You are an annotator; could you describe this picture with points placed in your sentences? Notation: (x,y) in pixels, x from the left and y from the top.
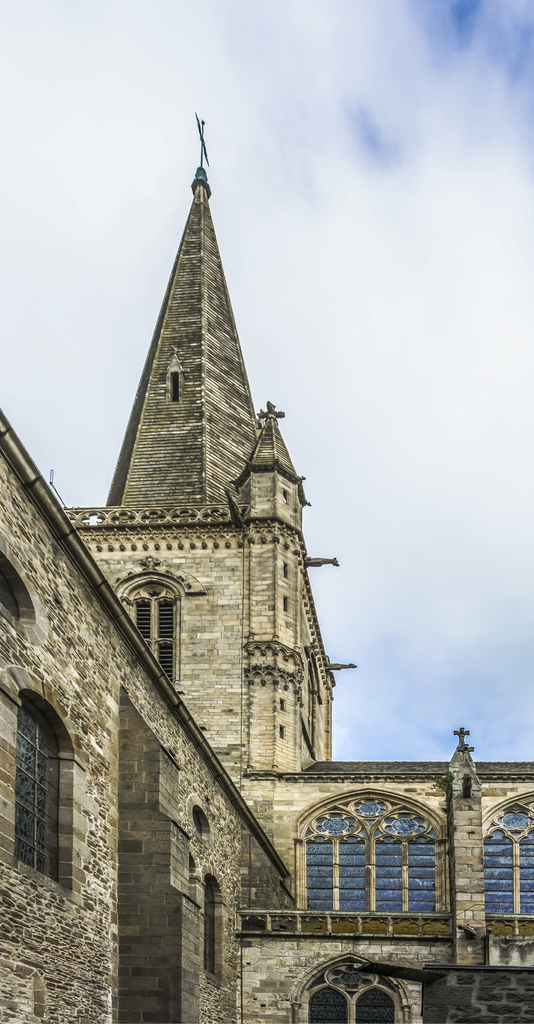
In this image I can see a building (244,470) and I can see the sky (348,140).
